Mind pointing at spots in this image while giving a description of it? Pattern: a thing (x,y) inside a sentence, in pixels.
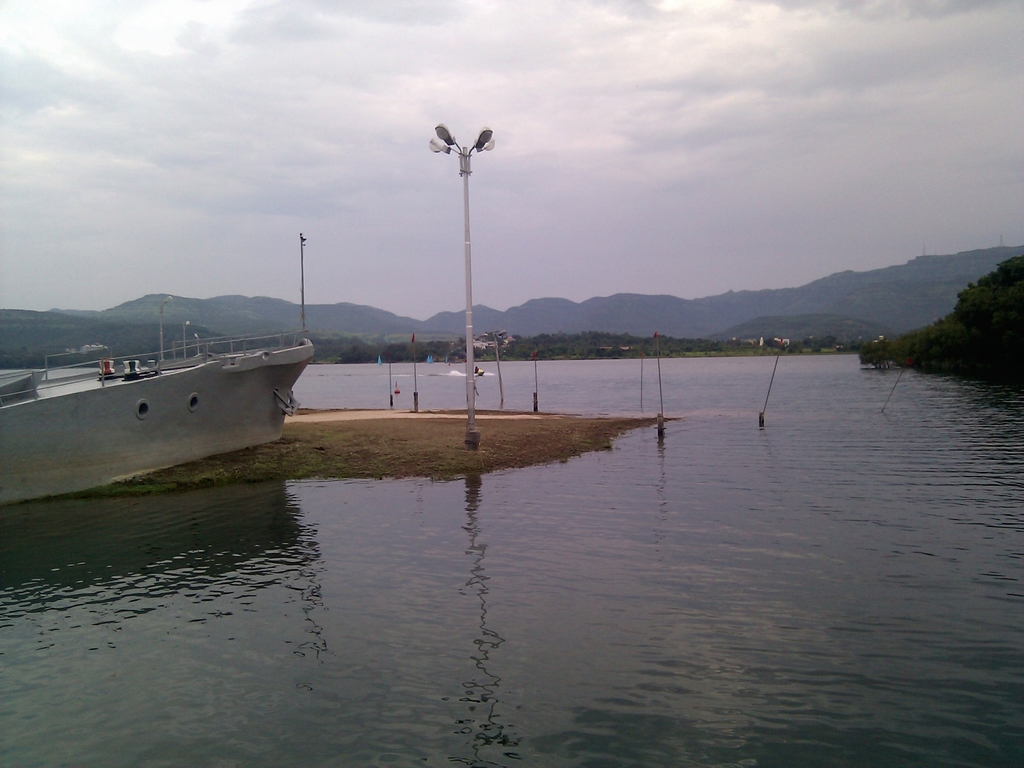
This is the picture of a place where we have a river (852,446) and around there are some mountains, trees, plants (997,304), boat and a pole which has some lights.
